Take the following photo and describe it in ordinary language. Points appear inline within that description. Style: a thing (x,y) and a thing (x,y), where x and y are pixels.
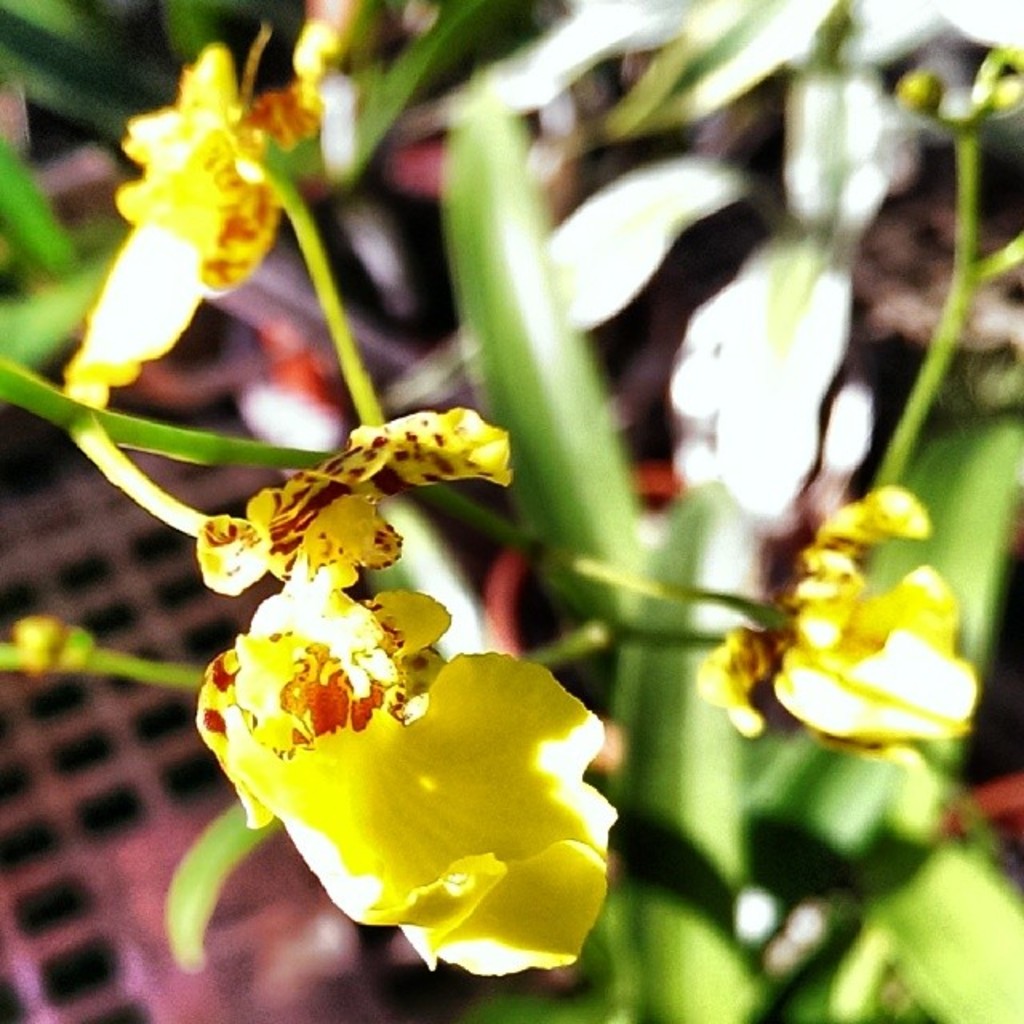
In the picture I can see flower plants (493,447). These flowers (363,756) are yellow in color. The background of the image (153,875) is blurred.
